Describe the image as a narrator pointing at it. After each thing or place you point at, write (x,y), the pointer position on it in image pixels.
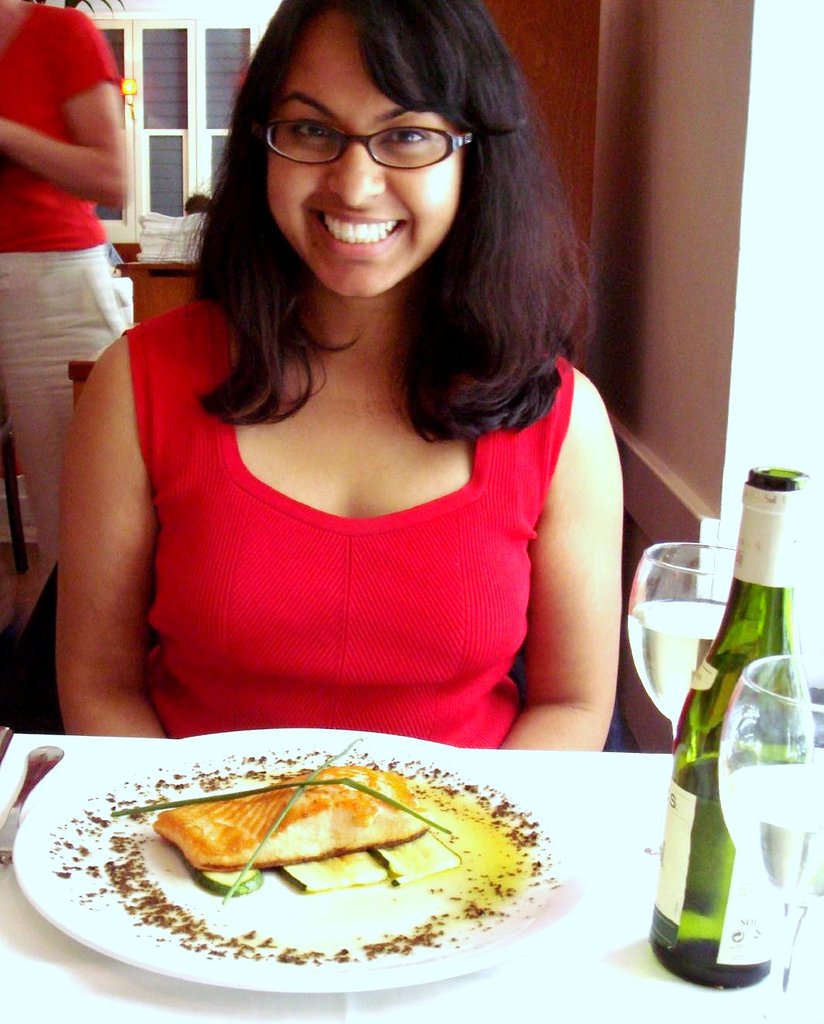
In this image I can see women (95,689) and a smile (347,213) on her face (382,273). Here on this table (617,767) I can see food (240,839) in a plate (528,832), two glasses (665,581) and a bottle (735,608). In the background (125,278) I can see one more person (59,192).
